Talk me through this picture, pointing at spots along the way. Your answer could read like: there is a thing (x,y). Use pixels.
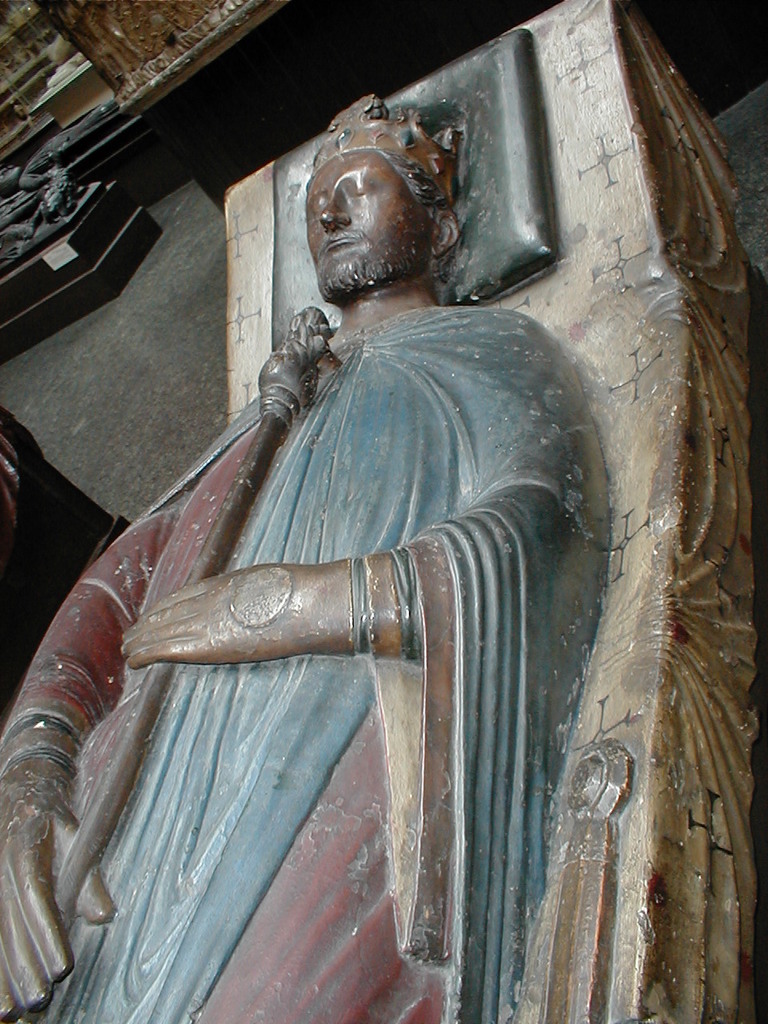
In this image I can see a sculpture (337,418) over here. In background (66,177) I can see few more sculptures (66,177).
